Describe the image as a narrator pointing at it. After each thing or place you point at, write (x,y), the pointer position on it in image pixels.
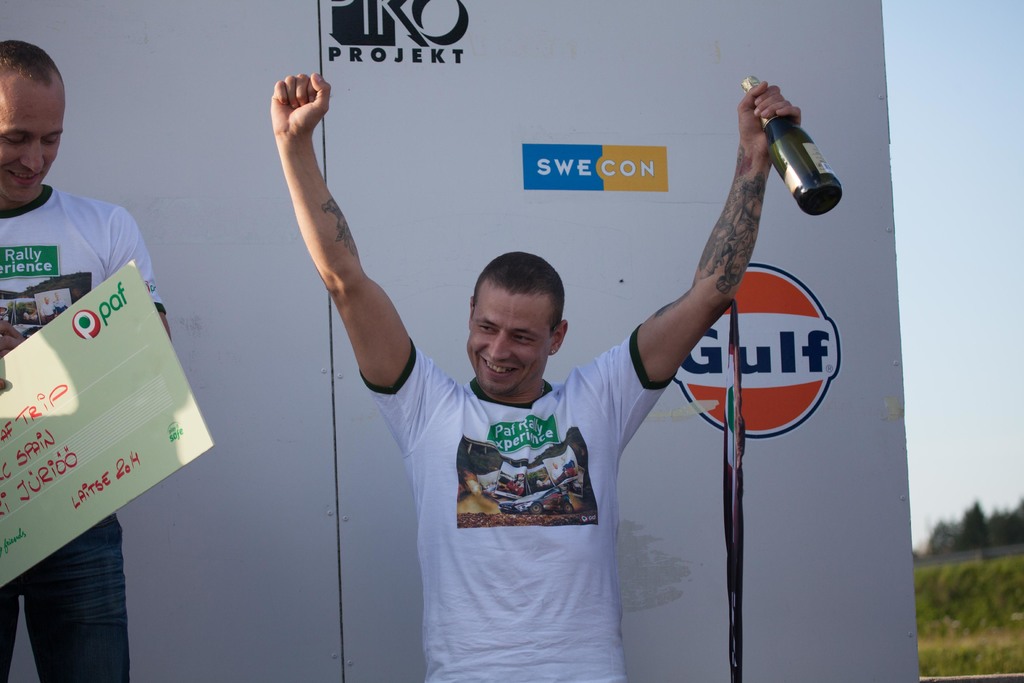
To the left side (50,284) there is a man (65,259) with white t-shirt (65,249) is standing and holding a voucher (80,430) in his hand (16,337) and he is smiling. Beside him there is another man (483,538) standing and holding a bottle (783,165) in his hand (761,145). And he is smiling. Behind them there is a poster (513,157) and logos (553,170) on it.
